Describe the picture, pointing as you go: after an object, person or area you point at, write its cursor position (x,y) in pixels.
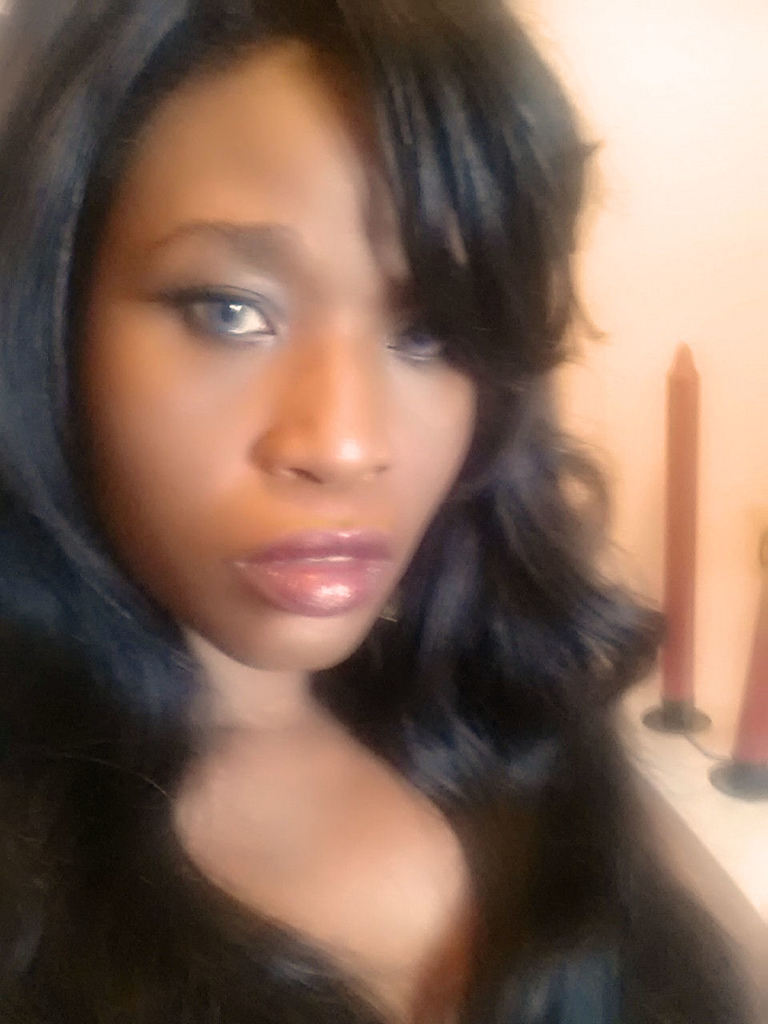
In this image I can see a woman (409,780), candles (672,634) on a table (640,749) and a wall (584,348). This image is taken may be in a room (292,611).
